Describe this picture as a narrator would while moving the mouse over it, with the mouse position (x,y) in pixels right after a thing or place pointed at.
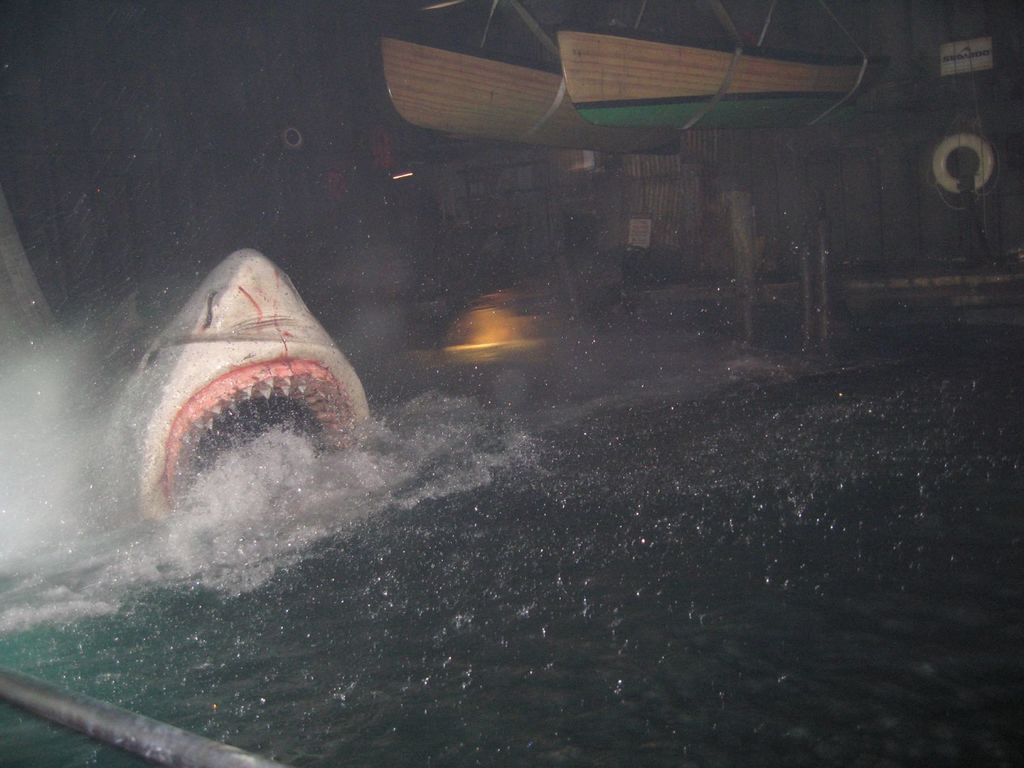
In this image we can see an animal (260,412) in the water (730,474), there are boats (643,97) and there is an object (867,197) looks like a ship (641,191) in the background (607,91).
